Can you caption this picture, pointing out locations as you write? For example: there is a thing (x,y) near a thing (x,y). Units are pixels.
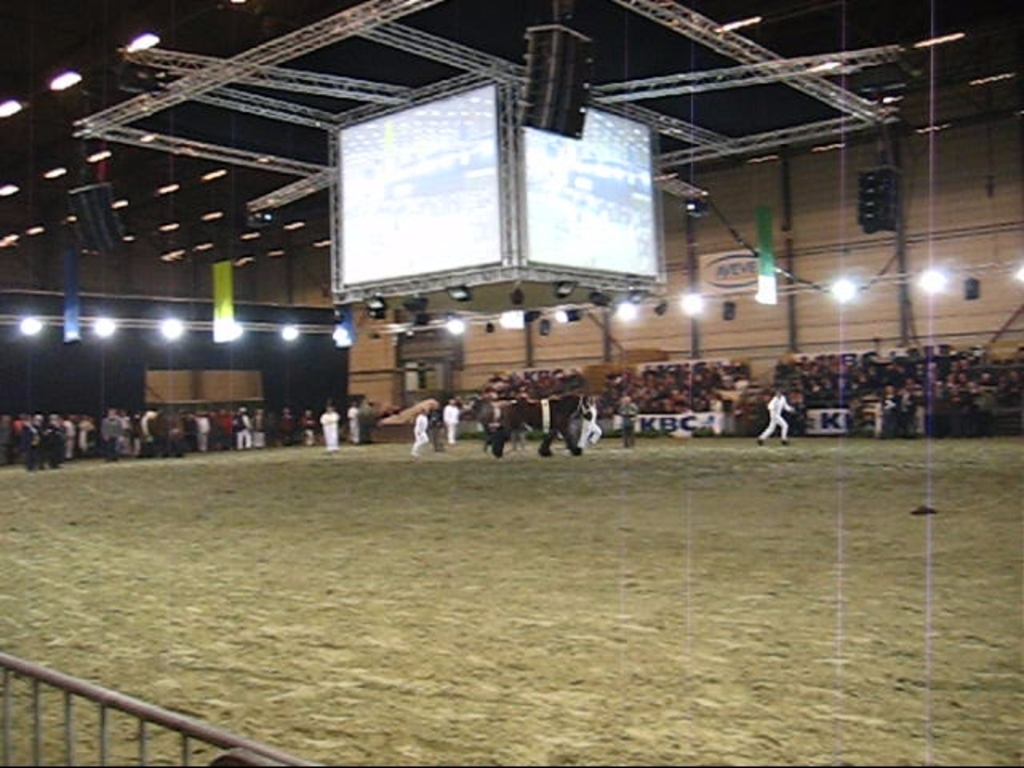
In this image there are so many people (693,393) in the ground (601,454), also there are lights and screen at the roof (121,100).
